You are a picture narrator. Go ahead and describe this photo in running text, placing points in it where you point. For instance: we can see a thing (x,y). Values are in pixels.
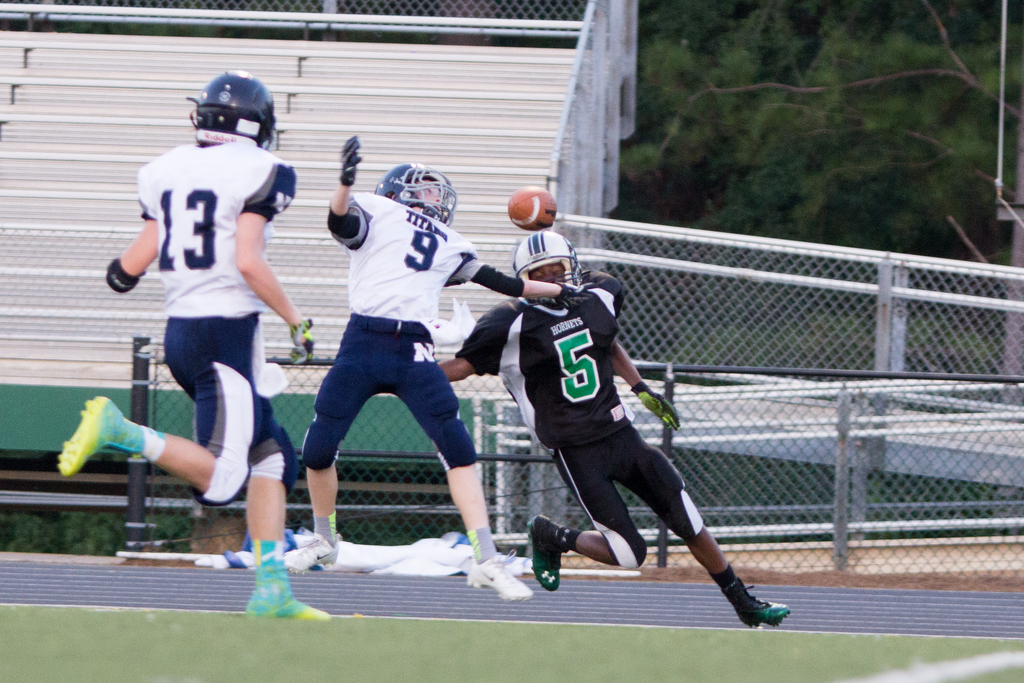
In this picture there is a man (617,283) who is wearing helmet (538,246), black t-shirt (553,420), trouser (600,493), gloves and shoe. He is running on the ground (606,662). On the left (175,199) there are two persons (342,237) who are wearing same dress (374,308). Here we can see a ball (527,209). In the background (255,61) we can see fencing (664,285), bleachers (498,225), stadium (496,230) and banner (85,400). On top right (698,68) we can see many trees (723,138). In the bottom (516,668) we can see grass (448,656).
